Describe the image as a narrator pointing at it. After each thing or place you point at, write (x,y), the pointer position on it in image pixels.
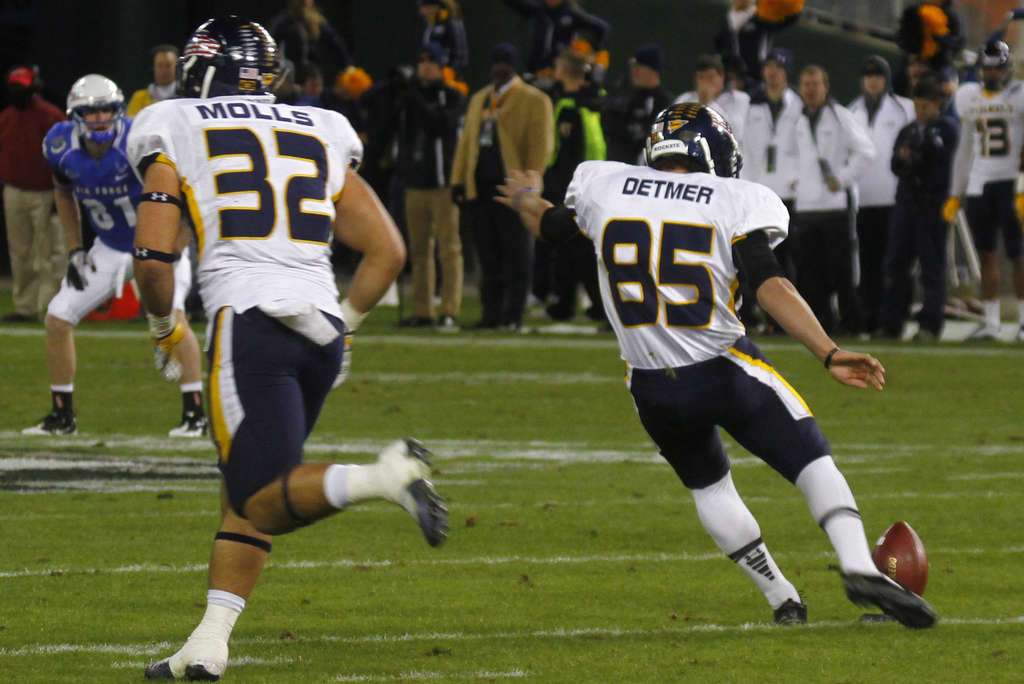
There is a group of a people (633,286). There is a ground (578,446). On the left side of the person (388,241) is running. He's wearing a helmet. On the right side of the person (731,381) is wearing helmet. His hitting ball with leg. Both are wearing a colorful white shirts (702,320).
